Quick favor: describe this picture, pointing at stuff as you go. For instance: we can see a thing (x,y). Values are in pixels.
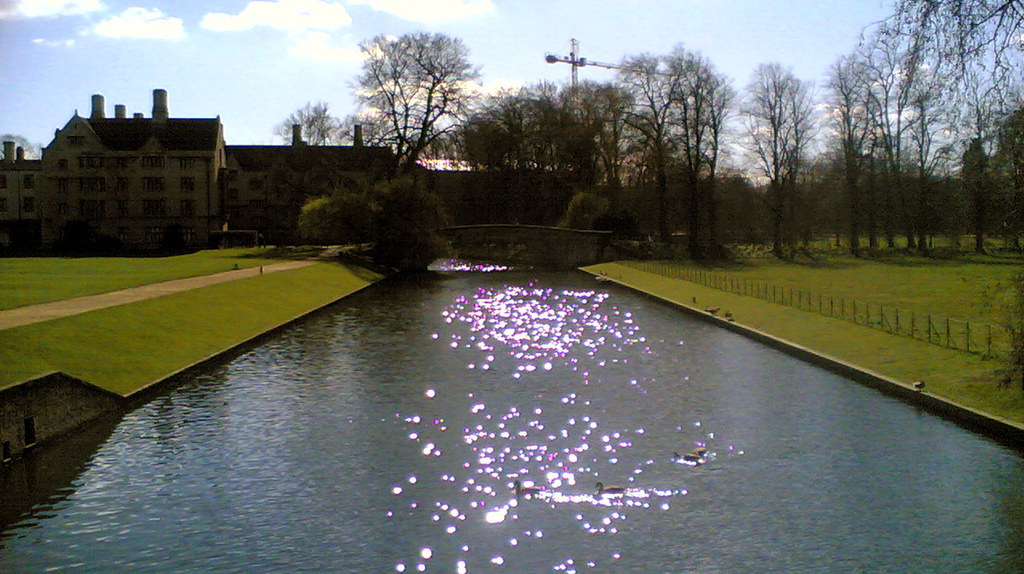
In this image we can see water (638,345), ducks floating on the water (605,295), bridge (450,237), grass (344,267), trees (604,137), building (234,165), crane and the sky (234,42) with clouds (260,25) in the background (235,69).
